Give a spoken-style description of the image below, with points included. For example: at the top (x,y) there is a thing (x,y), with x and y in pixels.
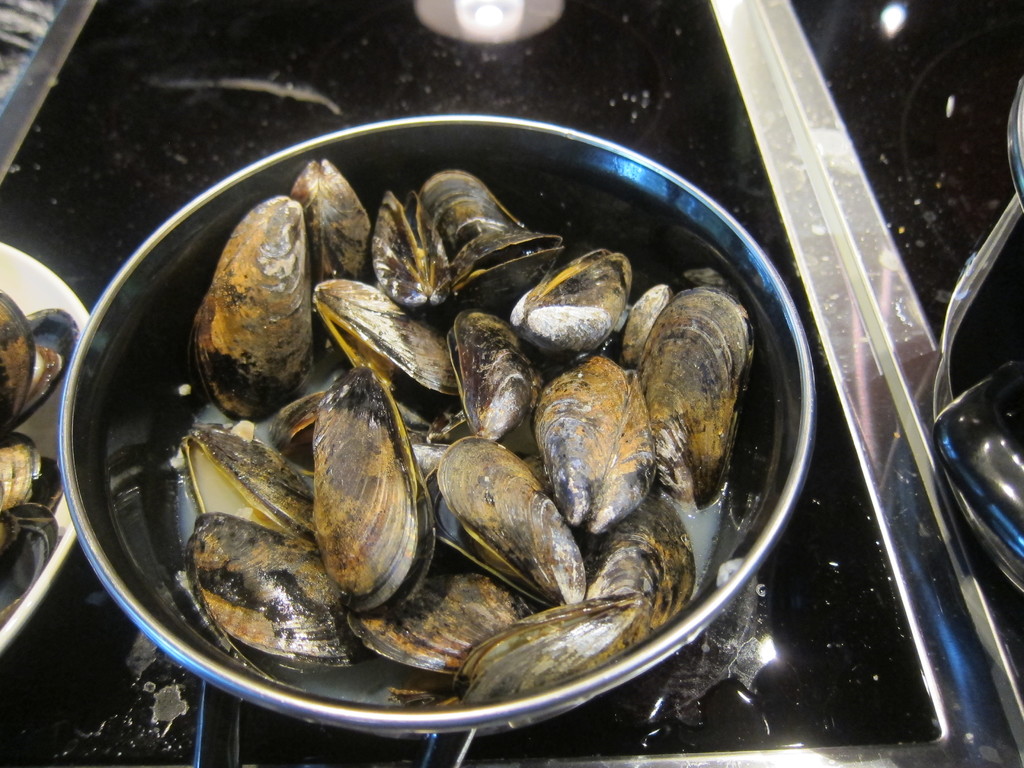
In this image there are bowls (149,238) on a surface (760,190). There are mussels (18,380) in the bowls (165,381).
